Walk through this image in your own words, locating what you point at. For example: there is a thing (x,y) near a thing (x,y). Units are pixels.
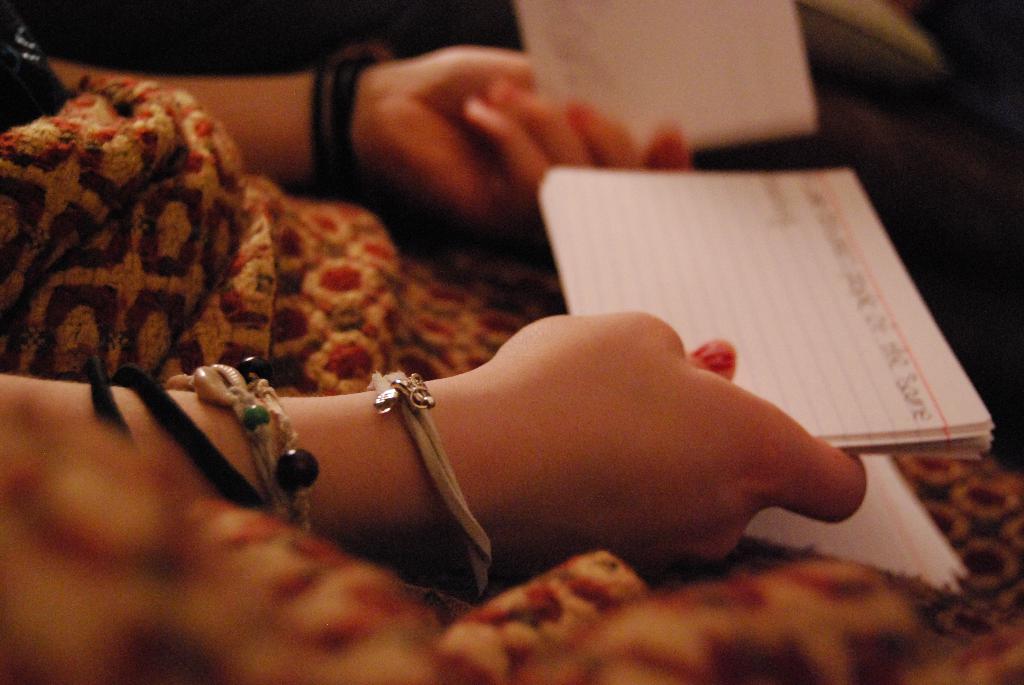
In this image there is a woman (612,130) holding index cards (620,270) in her hands (608,334).
